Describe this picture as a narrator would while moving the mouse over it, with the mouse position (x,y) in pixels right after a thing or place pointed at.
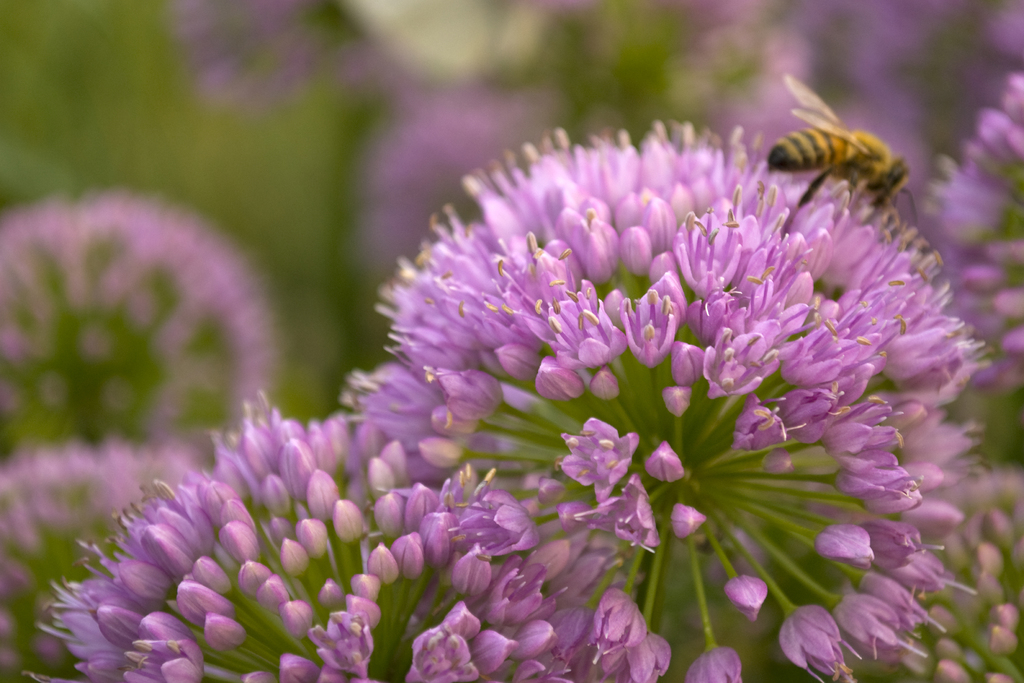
In this image there are so many flowers (536,476) in the middle (405,319). There is a honey bee (819,158) on one of the flower (763,307).
